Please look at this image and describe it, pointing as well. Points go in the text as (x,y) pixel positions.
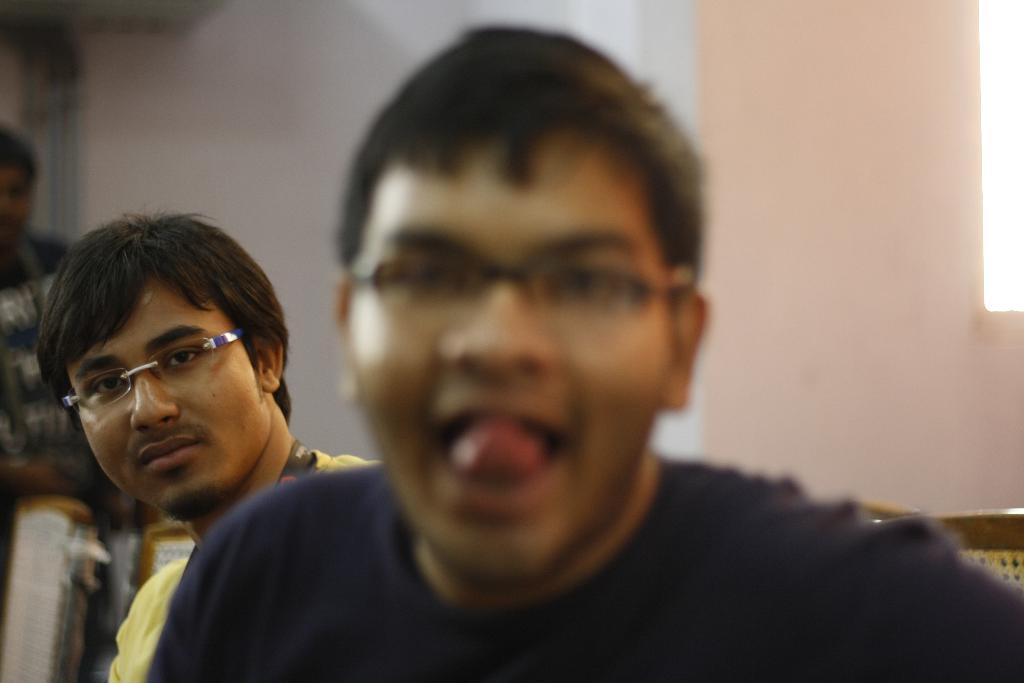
In this image in the center (407,453) there are persons (304,460) sitting on a chair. And the person (494,529) in the front (503,552) is sitting and having some expression on his face (502,511). In the background (347,112) there is wall (136,168) and there is a person (26,279) standing.
